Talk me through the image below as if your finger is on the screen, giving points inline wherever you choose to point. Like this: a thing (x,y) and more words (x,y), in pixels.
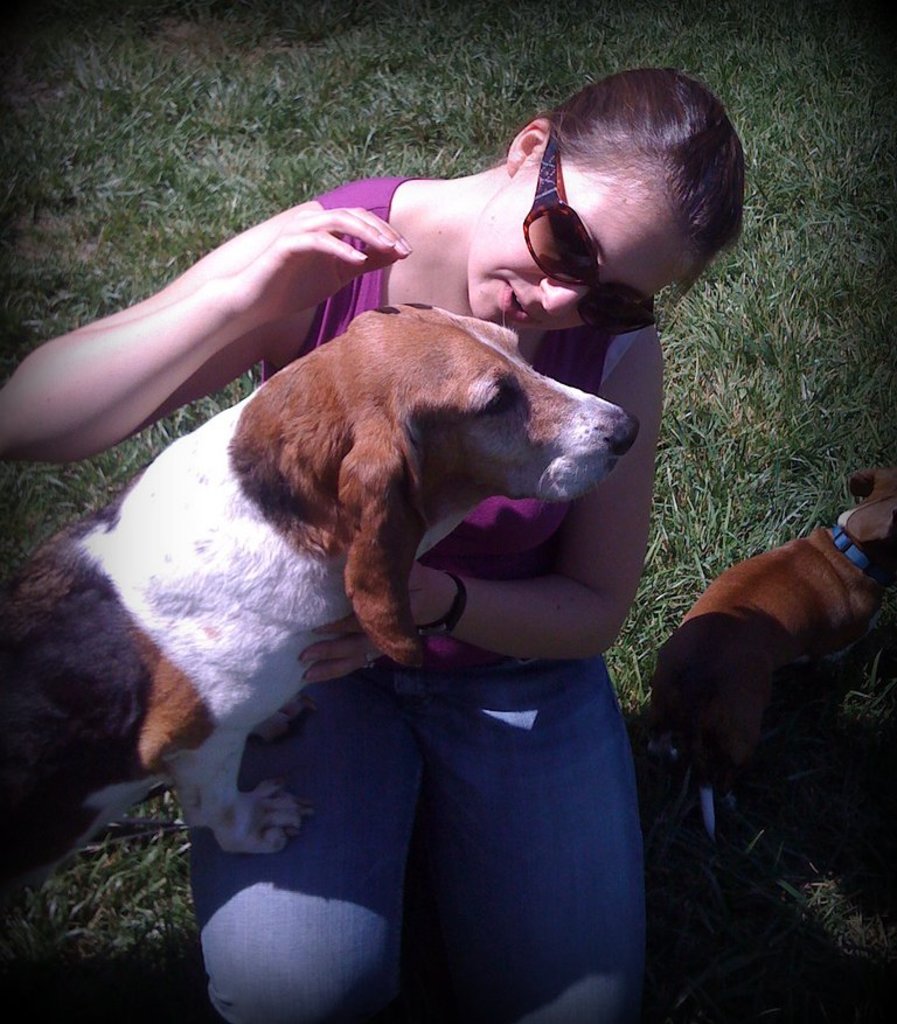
In this image there is a lady (489,626) sitting on grass (135,951) and holding a dog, beside her there is a puppy (830,541) standing.
